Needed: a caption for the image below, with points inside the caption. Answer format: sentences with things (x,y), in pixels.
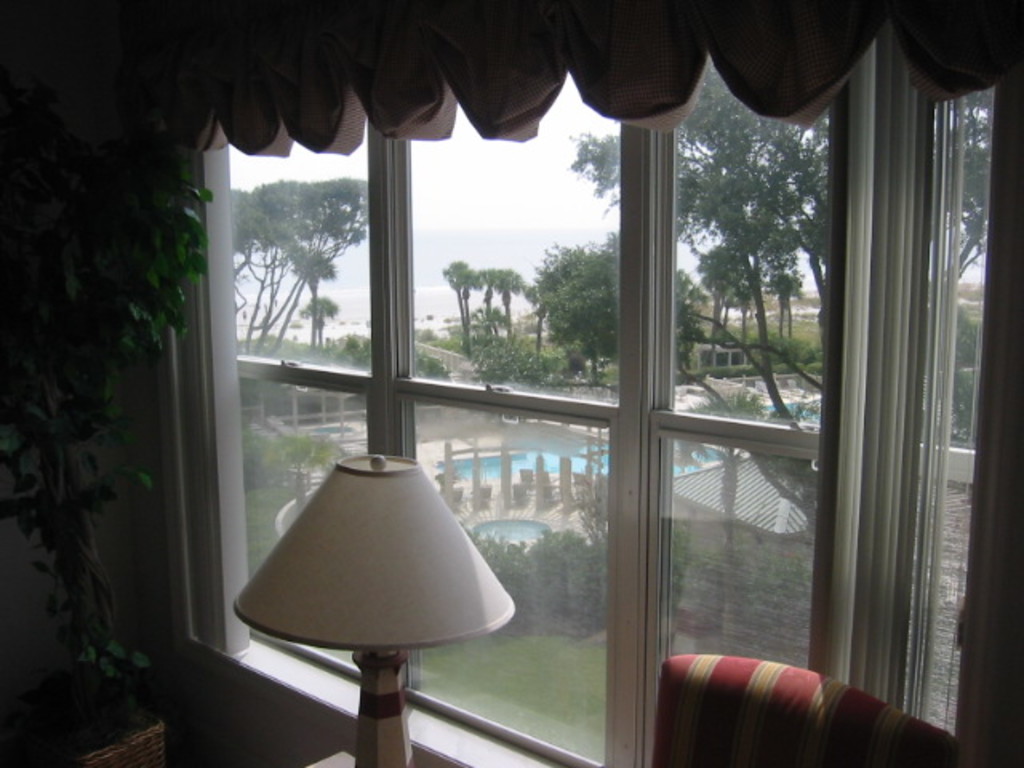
At the bottom of the picture (713,707), we see a chair (722,695) and a lamp (403,628). On the left side (130,438), we see a plant pot (117,677). In the middle (567,426), we see the glass windows (586,476) from which we can see the trees (728,504), grass (548,635), poles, railing (458,355), swimming pool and the sky (481,204). At the top (413,109), we see the curtains (794,38).
